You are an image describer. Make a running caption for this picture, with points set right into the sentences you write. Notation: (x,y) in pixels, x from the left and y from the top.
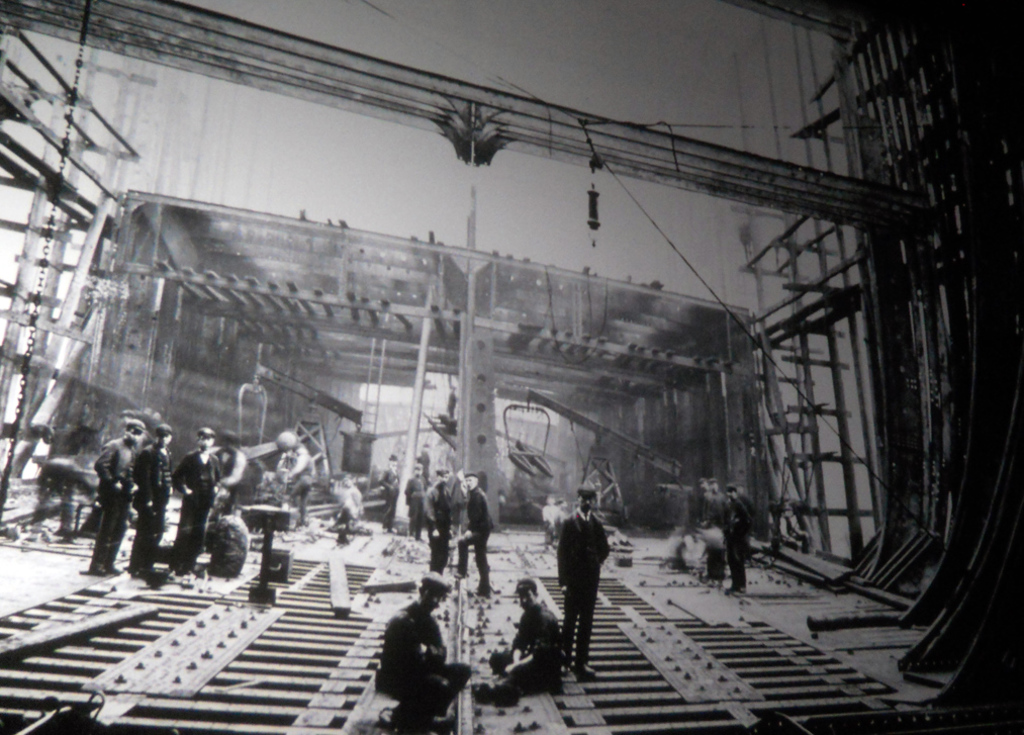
It is an old black and white image, there are many workers (424,593) constructing a ship (228,306).
